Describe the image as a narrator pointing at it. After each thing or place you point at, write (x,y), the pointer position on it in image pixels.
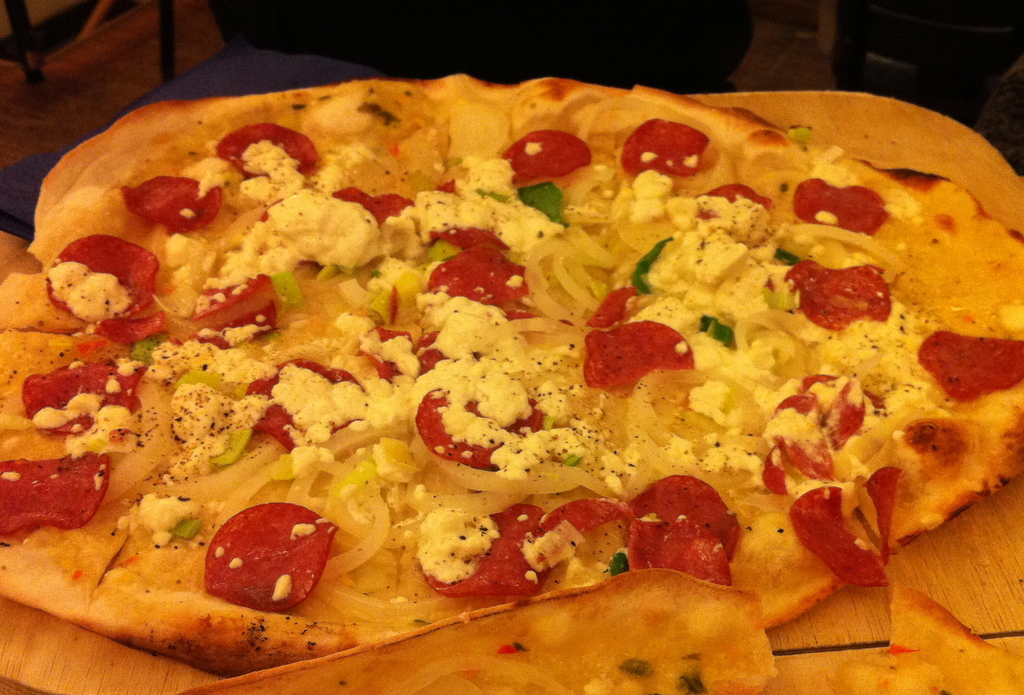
In the foreground of this picture (504,373), there is a pizza (497,450) on a wooden surface (969,557). In the background (172,37), there is a chair (163,48) on the left top corner (172,37).
